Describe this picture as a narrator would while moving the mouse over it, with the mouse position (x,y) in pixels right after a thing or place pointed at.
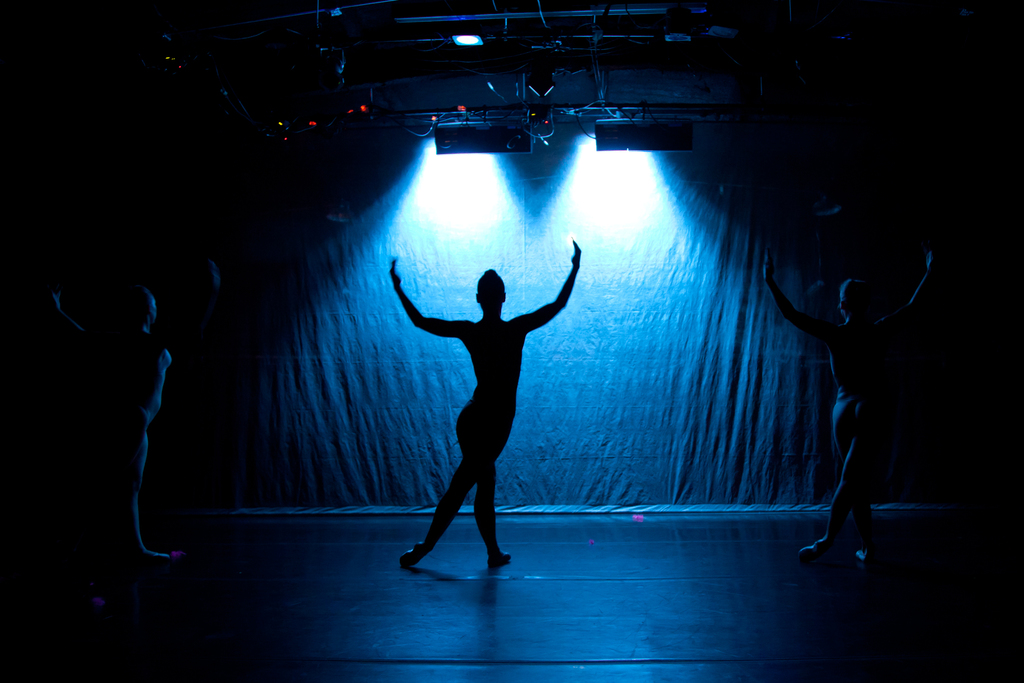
In this image I can see the dark picture in which I can see the floor (590,617), three persons (505,558) dancing on the floor (603,616), few metal rods (567,107) and few lights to the rods (489,17).
